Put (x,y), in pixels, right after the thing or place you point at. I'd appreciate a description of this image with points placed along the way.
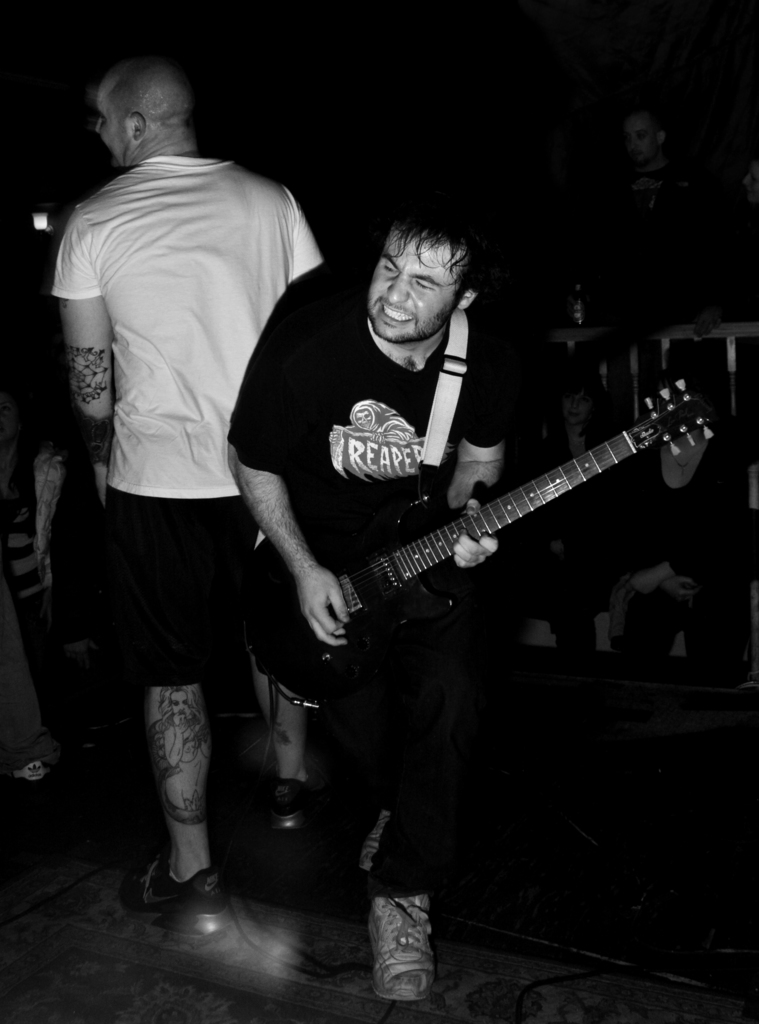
There is man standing in black costume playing guitar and behind him there is a man (149,281) standing in white t shirt (295,265).
